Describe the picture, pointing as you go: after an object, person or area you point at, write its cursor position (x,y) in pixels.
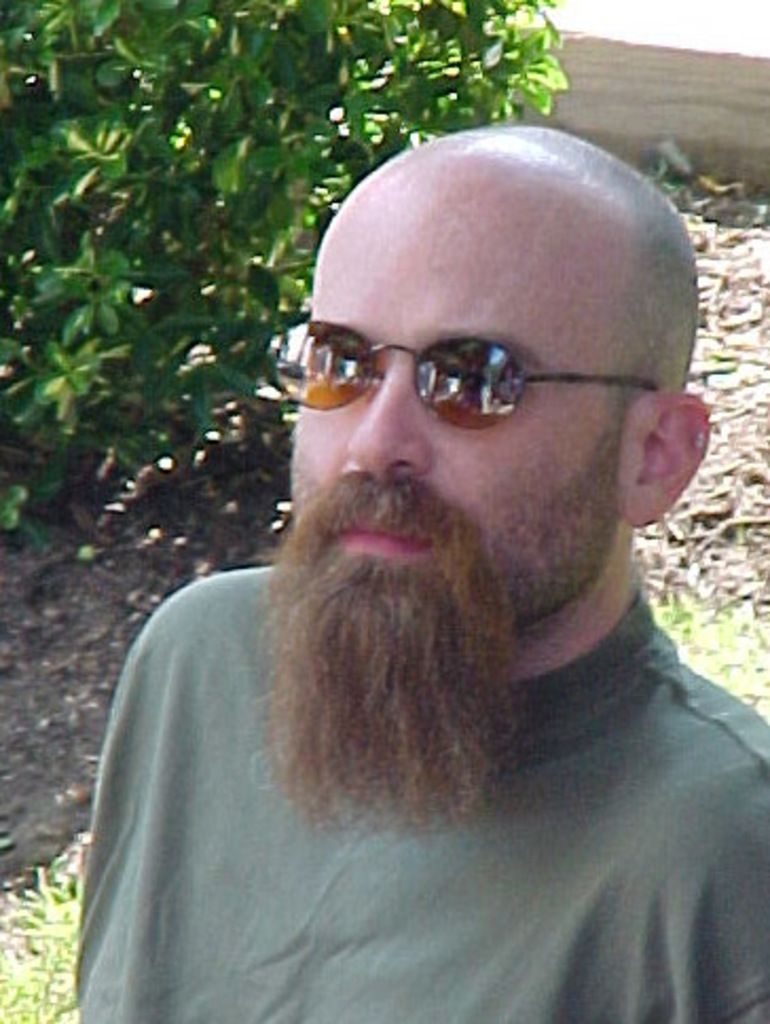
In this image we can see a person (465,614) wearing glasses (420,369). In the background (124,160) we can see a tree (129,155).
